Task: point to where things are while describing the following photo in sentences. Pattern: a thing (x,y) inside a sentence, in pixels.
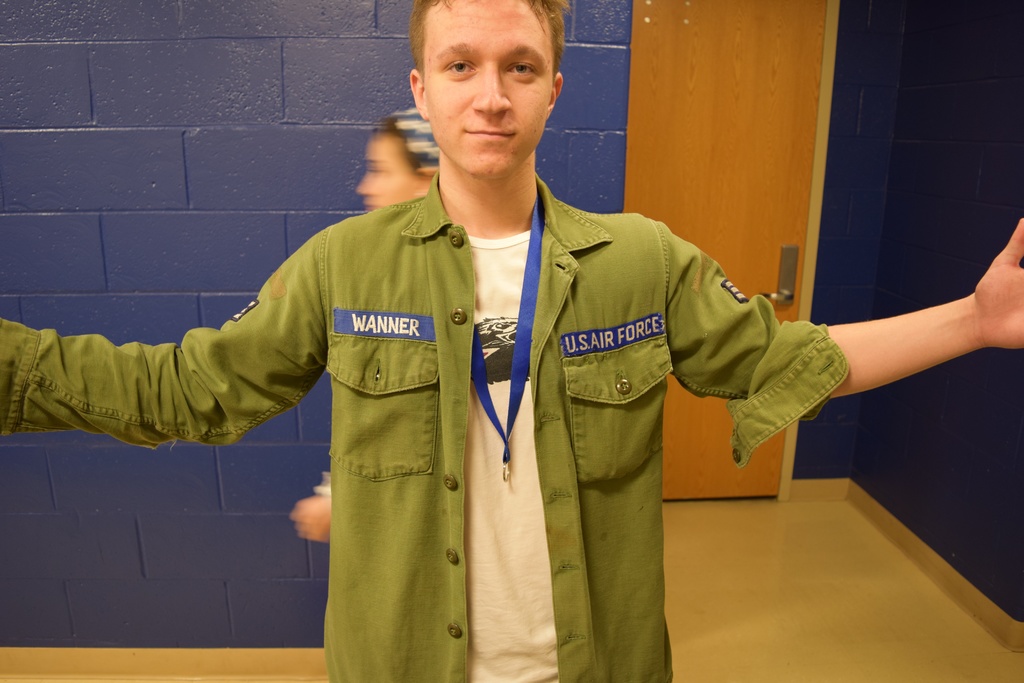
In this picture I can see there is a man (440,39) standing here and he is wearing a t-shirt (525,511) and a green shirt (612,393). In the backdrop (392,189) I can see there is a person (391,173) passing by and there is a door (657,161) on right side (700,152) and there is a blue wall (223,165) on left side (245,255).
